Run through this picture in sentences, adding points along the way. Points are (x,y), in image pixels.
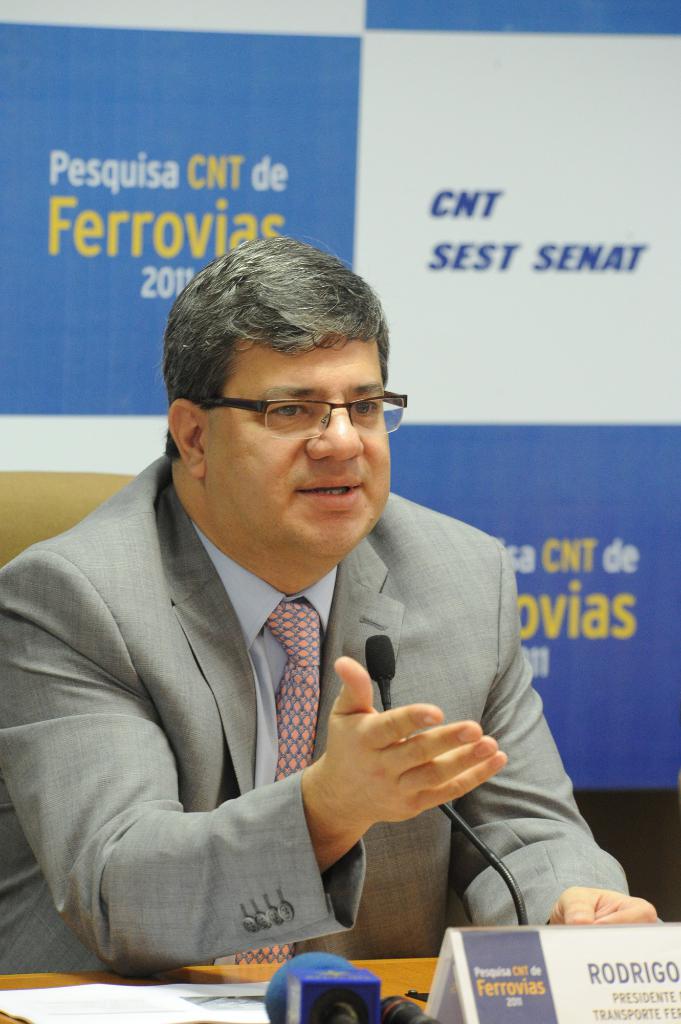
In this image there is a person (201,505) sitting in a chair (59,486) is speaking in a mic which is in front of him on the table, there is a name plate (496,930) and few papers (135,989) on the table (135,989), behind the person (286,391) there is a banner (156,270) with some text (78,244) written on it.
